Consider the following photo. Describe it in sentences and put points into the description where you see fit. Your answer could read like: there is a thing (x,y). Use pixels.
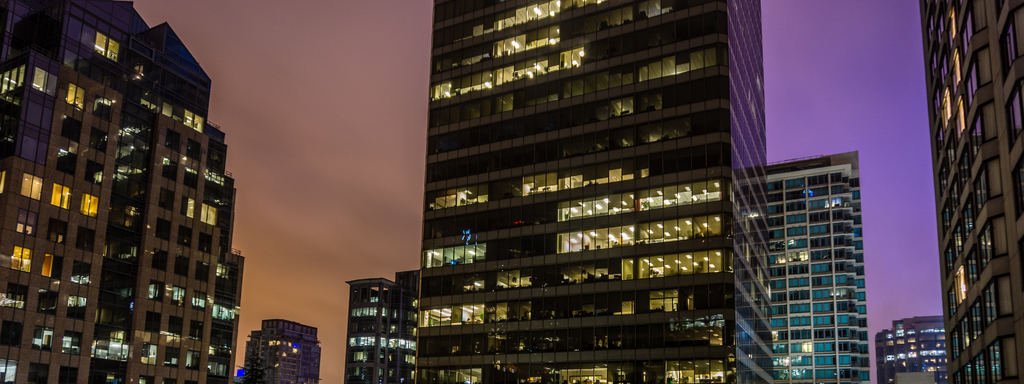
In this picture we can see buildings (573,212), lights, windows (700,222), sky (852,17).
